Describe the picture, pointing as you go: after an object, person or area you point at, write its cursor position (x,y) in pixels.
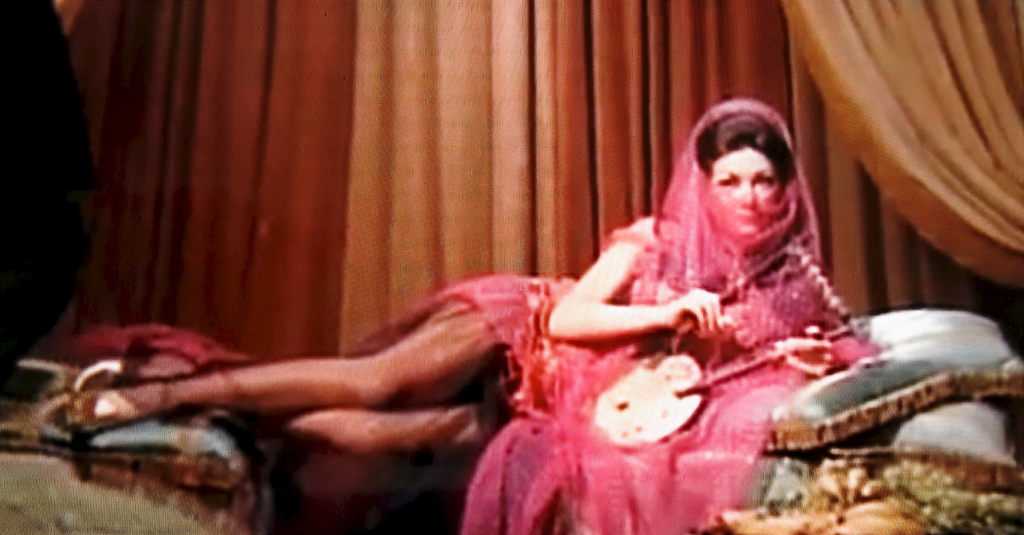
In this picture we can see two people (324,414) where a woman (532,331) sitting, pillows (909,337) and at the back of them we can see curtains (321,93).
